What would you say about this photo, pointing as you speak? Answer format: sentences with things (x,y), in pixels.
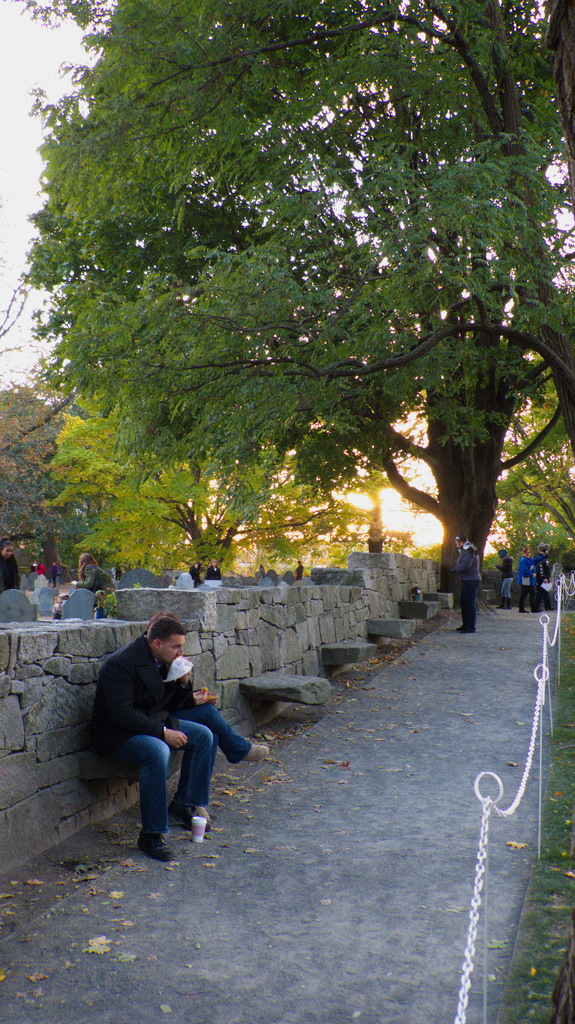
In the image there is a tall tree (471,184) and beside the tree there is a wall (233,610) and in front of the wall (268,662) there are some stones (288,696) and a person (225,741) is sitting on one of the stones (298,696), on the right side (494,796) there are few rods (559,605) attached with the chains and in the background (121,487) there are many other people (14,568) standing in front of the wall (265,655) and behind them there are a lot of trees (50,485).
